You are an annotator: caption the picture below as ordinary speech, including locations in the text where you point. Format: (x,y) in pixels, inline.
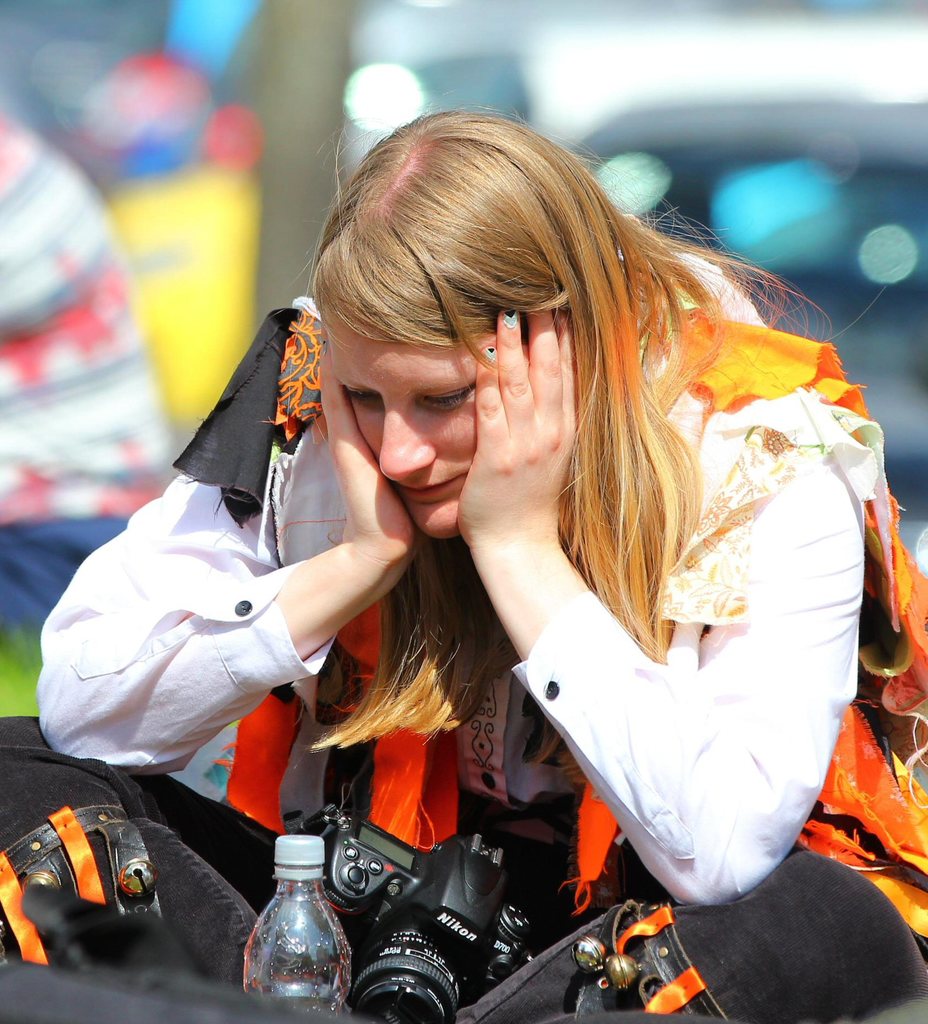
In this picture a woman (689,683) is wearing a camera (485,901) and she has a water bottle (311,911) in front of her she is staring at the water bottle (299,912).
